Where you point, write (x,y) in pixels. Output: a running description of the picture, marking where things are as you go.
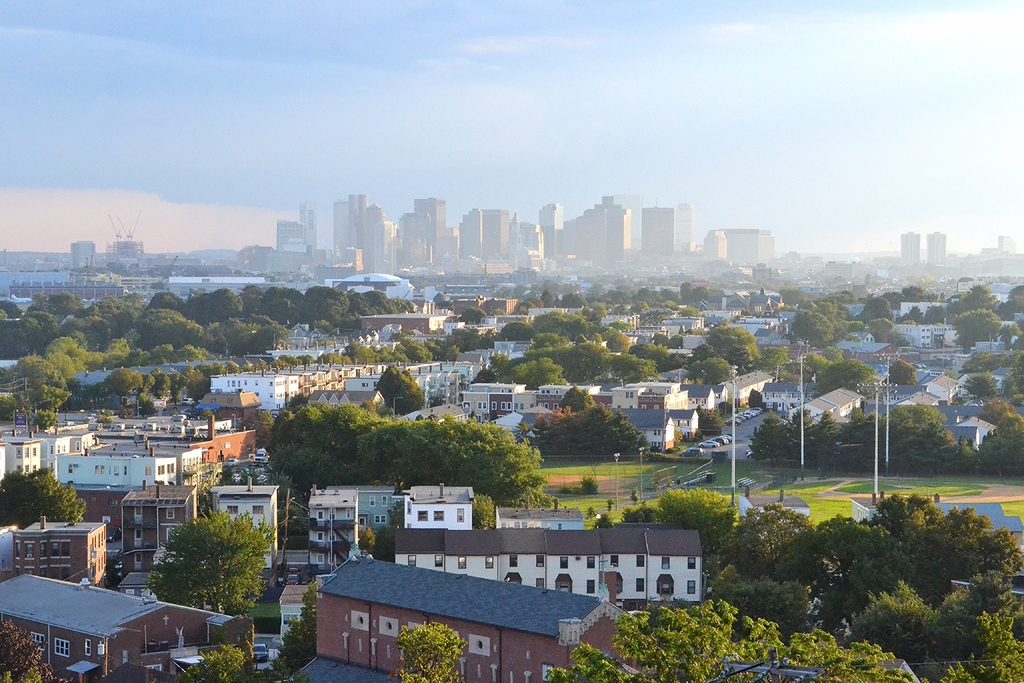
In this picture we can see houses (426,500), trees (498,496), poles (800,368), some vehicles (712,446) are parked on the road (729,446), buildings (455,234) and a sky (294,90).
